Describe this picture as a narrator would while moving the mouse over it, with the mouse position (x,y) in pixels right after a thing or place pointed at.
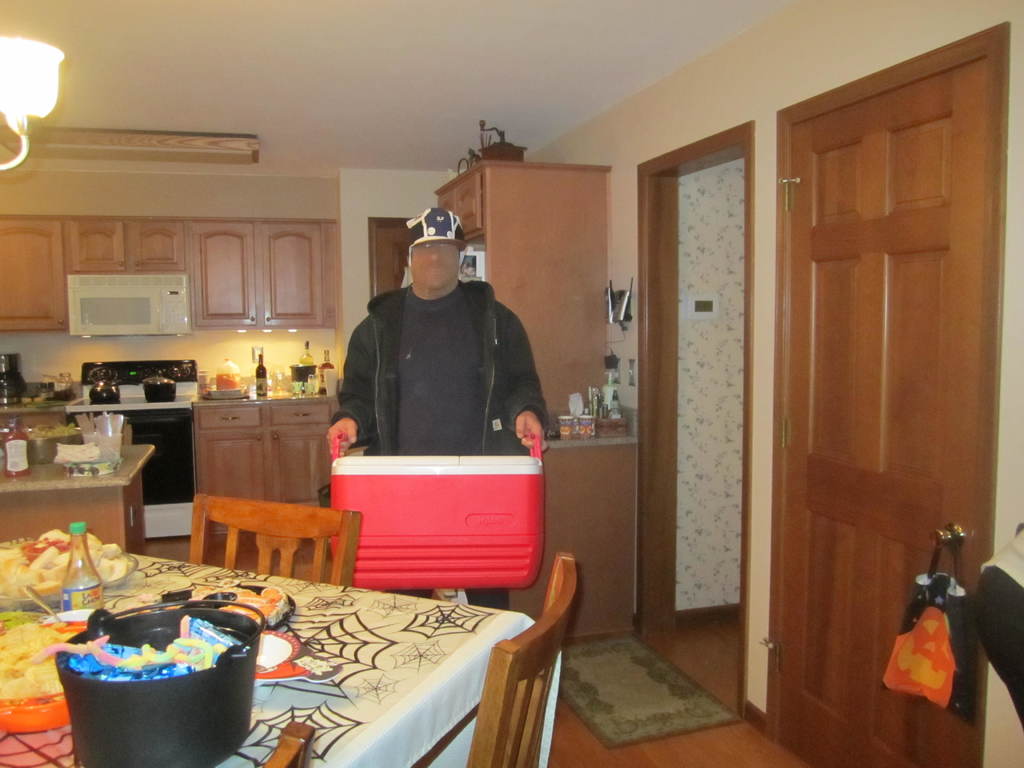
In this picture we can see man (391,360) wore cap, jacket (387,330) holding box (456,495) with his hands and in front of him we can see table (281,701) and on table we have bucket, bottle (78,587), cloth (395,616) and in the background (97,262) we can see cupboards (165,271), lights (27,88), platform (288,399) and one more table (53,467) and beside to him we can see door (817,489), mat (606,665).
